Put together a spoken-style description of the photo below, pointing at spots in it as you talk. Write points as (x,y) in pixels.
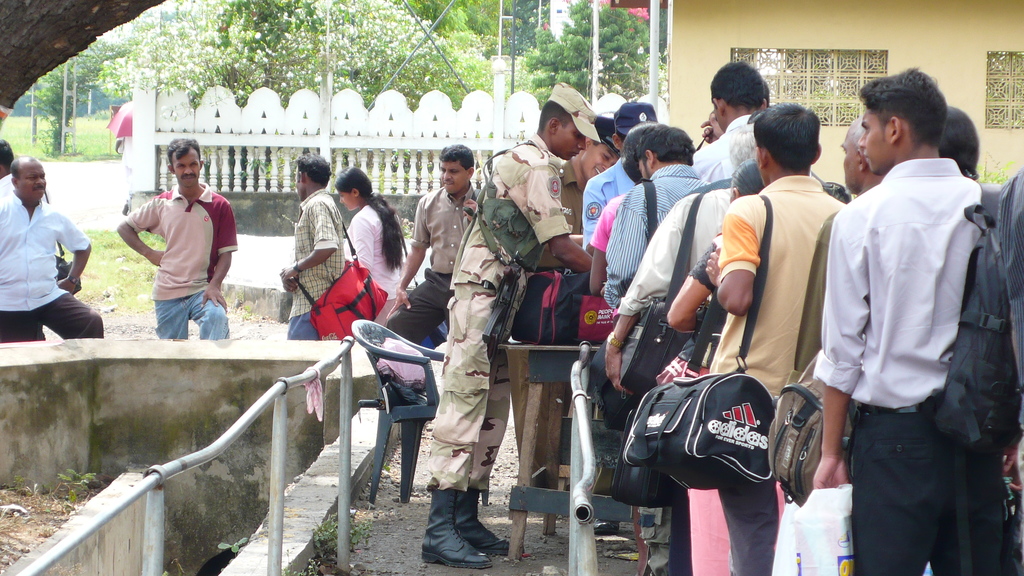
In this image we can see there are a few people (762,331) standing with their luggage (809,437), beside them there is a person (491,267) standing in front of the table (541,349) and checking luggages (565,282) and there is a chair (385,351), beside the chair (410,467) there are few iron rods (271,487) and a wall (92,389). In the background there is a building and trees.
